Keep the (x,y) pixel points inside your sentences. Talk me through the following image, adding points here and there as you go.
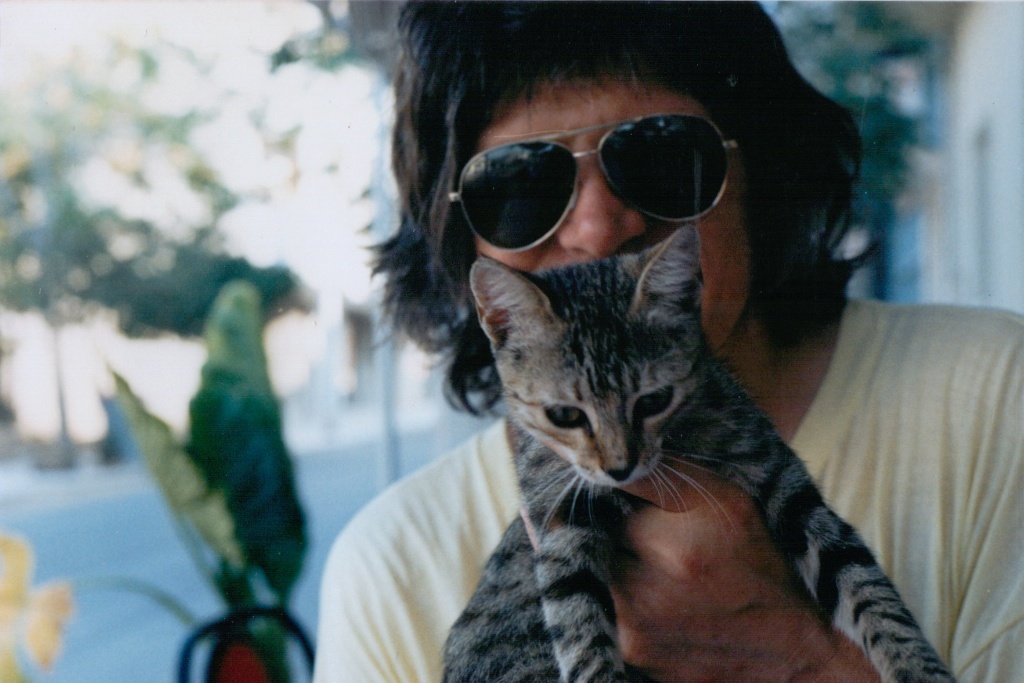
In a picture there is one man (347,542) holding a cat (585,514) and wearing glasses (624,186) and behind him there plants (14,568) and the road (111,546).
